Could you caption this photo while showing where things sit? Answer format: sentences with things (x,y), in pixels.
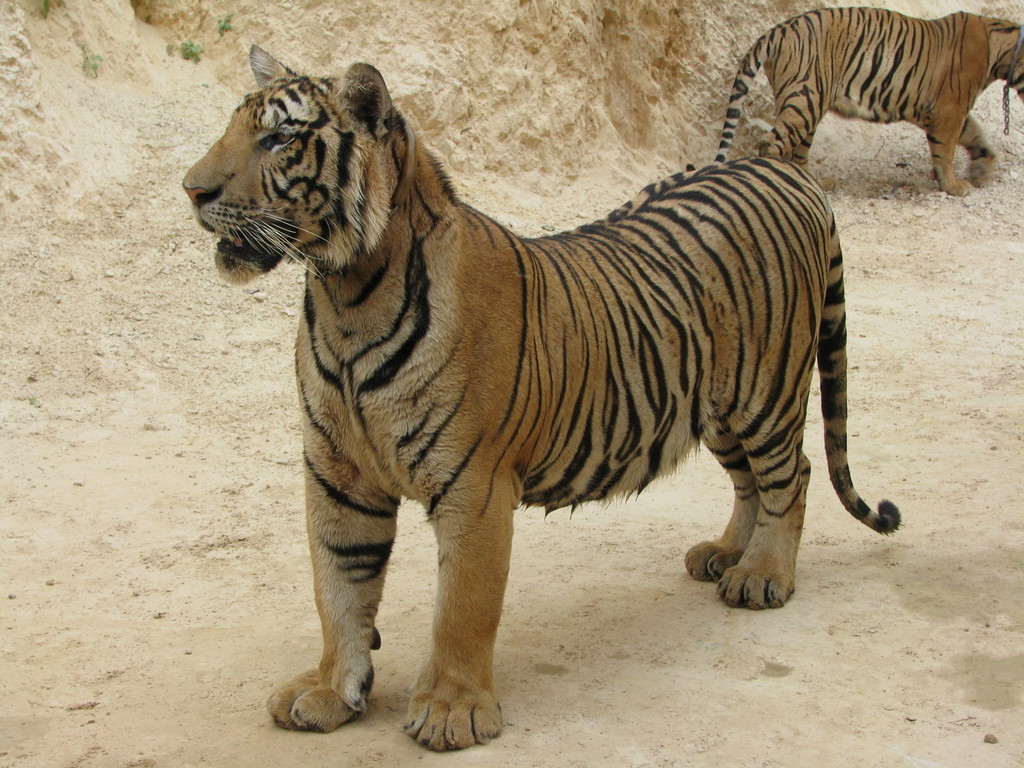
In this image I can see two tigers (513,335) in brown and black color. Background (482,60) the rock (132,156) is in cream color.
